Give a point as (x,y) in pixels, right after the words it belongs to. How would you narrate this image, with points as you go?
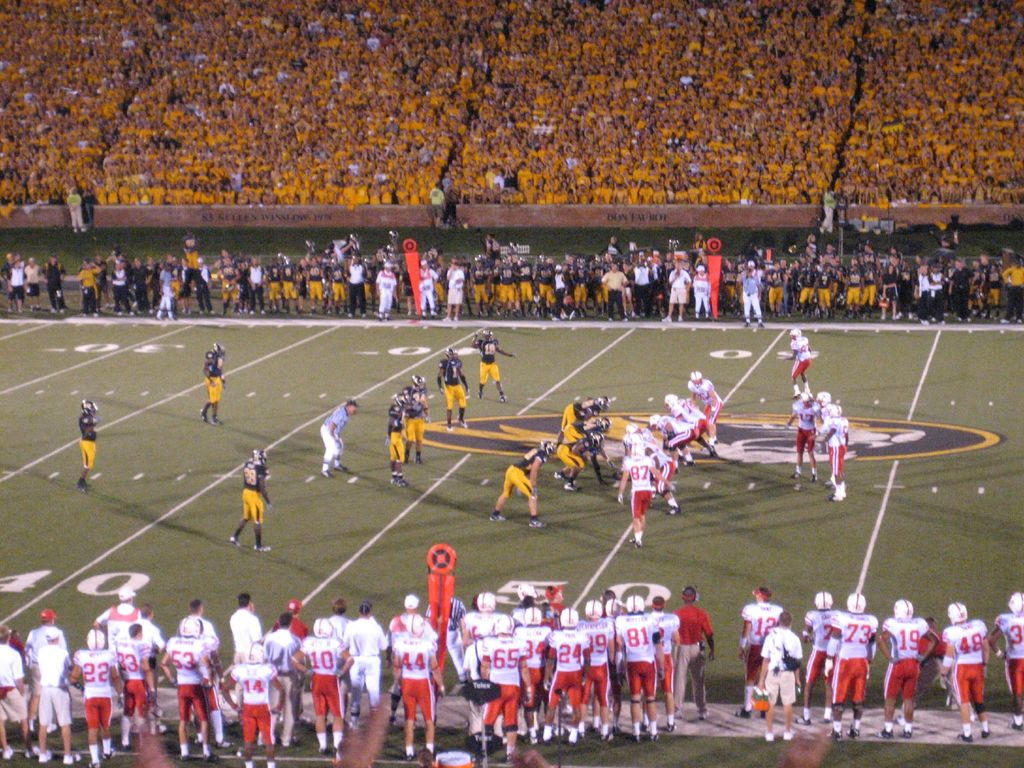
This image is taken in a stadium (702,326). At the bottom of the image (723,752) there is a ground (654,756) with grass (625,736) on it and many people (654,670) are standing on the ground (318,616). In the middle of the image (416,436) a few men (418,405) are playing football in the ground (755,367). At the top of the image (433,132) there are many people (124,111) sitting on the chairs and there is a board (344,217) with a text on it. Many people (534,274) are standing on the ground (992,321).
